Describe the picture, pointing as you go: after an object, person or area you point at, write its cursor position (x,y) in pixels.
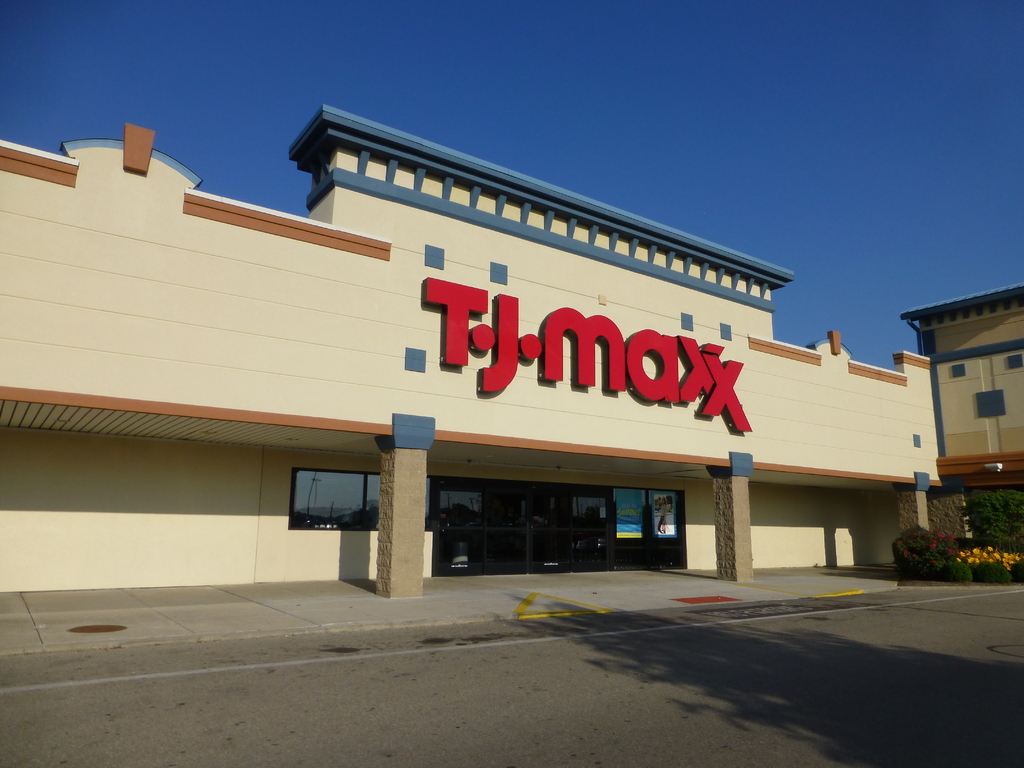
In this image I can see a building (198,371) which is cream, brown and blue in color and the road (738,708). In the background (990,343) I can see another building (984,346), few trees (975,502), few flowers (989,550) which are yellow and red in color and the sky (904,158).
